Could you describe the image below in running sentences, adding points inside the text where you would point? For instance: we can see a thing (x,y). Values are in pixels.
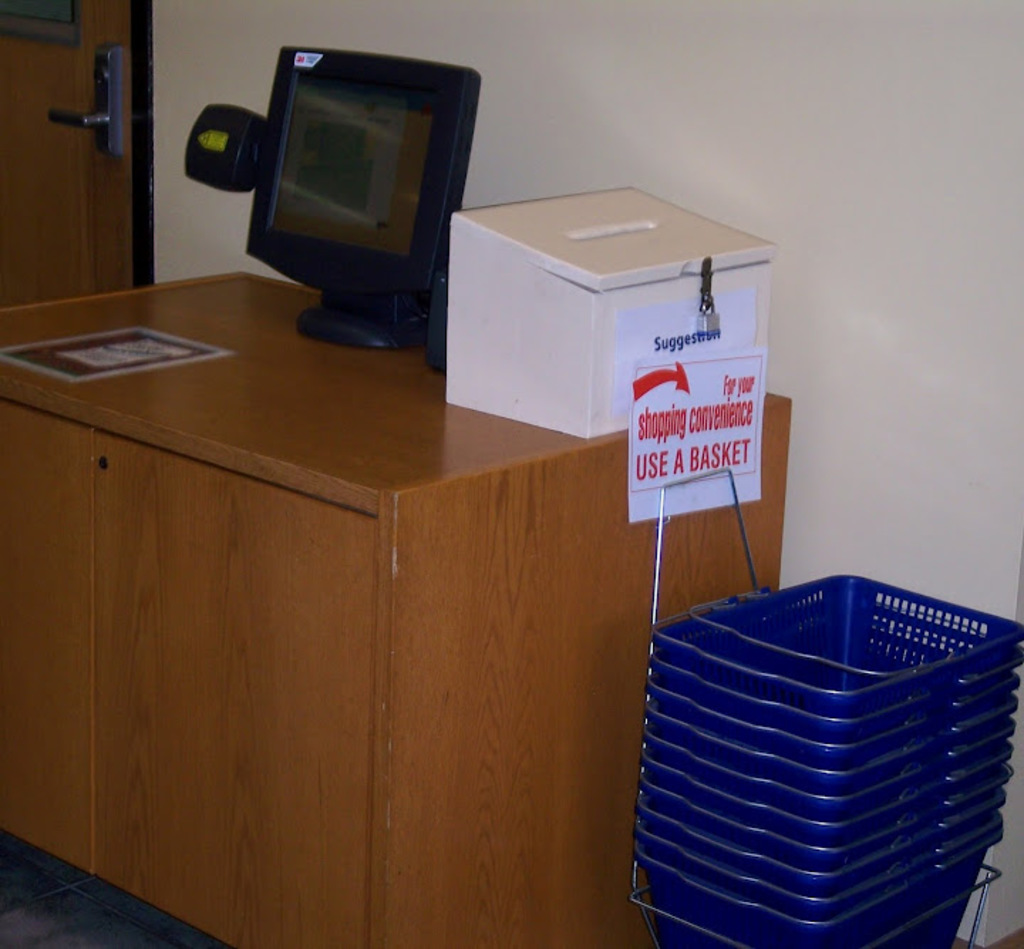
In this picture we can see table (446,379) and on table (289,499) we have monitor (359,304), box (475,303), some baskets (805,720) aside to that and in background (680,75) we can see wall (565,79), door (95,92).
